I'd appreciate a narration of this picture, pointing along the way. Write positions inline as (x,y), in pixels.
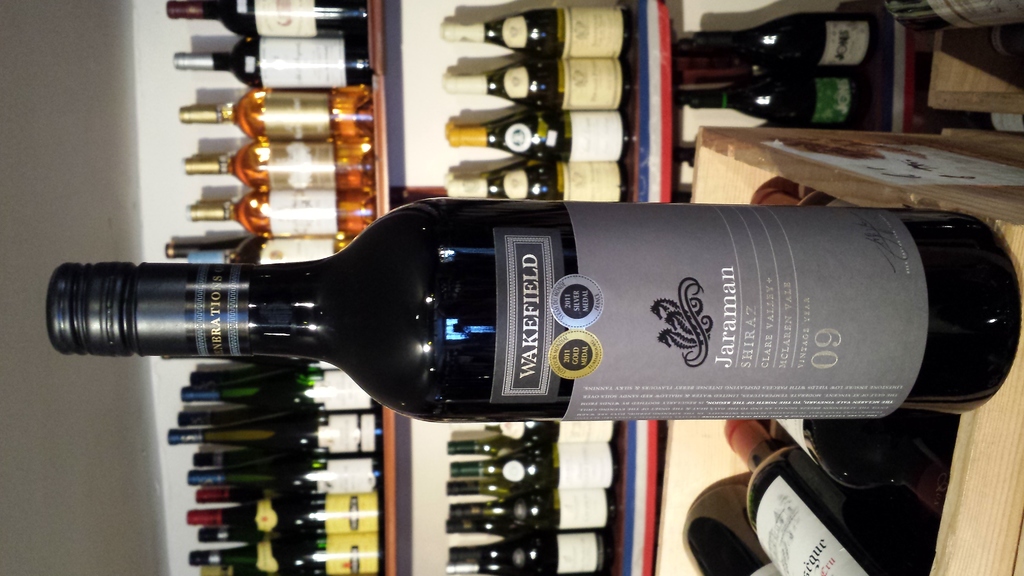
This image is taken indoors. At the bottom of the image (995,478) there is a table (962,486) with a bottle (663,317) on it and there are a few bottles (815,496) on the shelf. On the left side of the image (48,214) there is a ceiling (32,345). In the background (248,397) there are many bottles (562,462) on the shelves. At the top right of the image (947,55) there is another table (953,74) with a bottle (955,11) on it.
